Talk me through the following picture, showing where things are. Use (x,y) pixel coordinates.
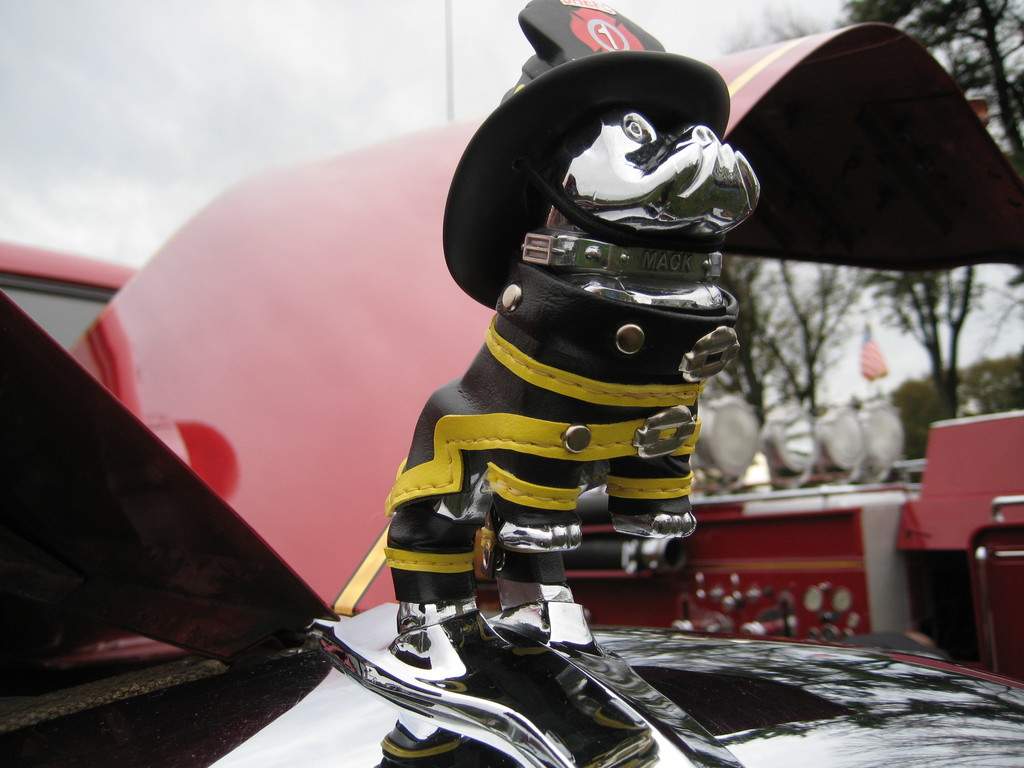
There is a vehicle (181,311) with a logo (626,116). On the logo (563,589) there is a cap (535,140). In the background (923,299) it is blurred. There are trees (827,301), lights (835,437), flag (865,349) and sky (273,86) in the background (246,69).
